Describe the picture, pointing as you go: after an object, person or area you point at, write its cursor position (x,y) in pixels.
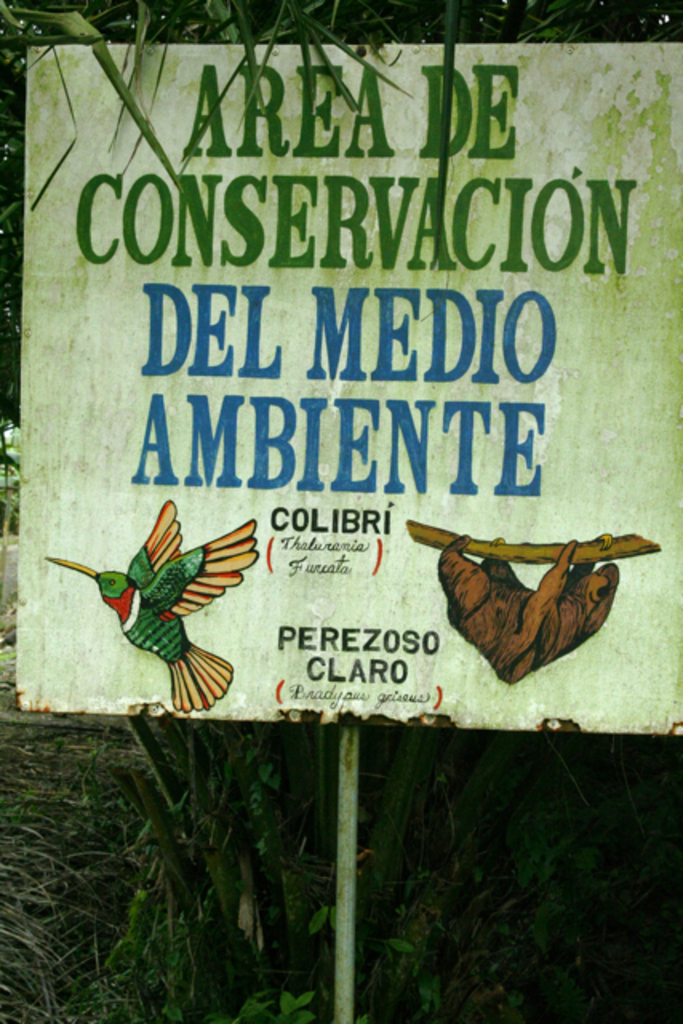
This picture contains a white color board (416,383) with some text (361,330) written on it, in green and blue color. We even see bird drawing (159,632) on that board (260,583). Behind the board (117,462), we see the wood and a tree (37,41). This picture might be clicked outside the city.
